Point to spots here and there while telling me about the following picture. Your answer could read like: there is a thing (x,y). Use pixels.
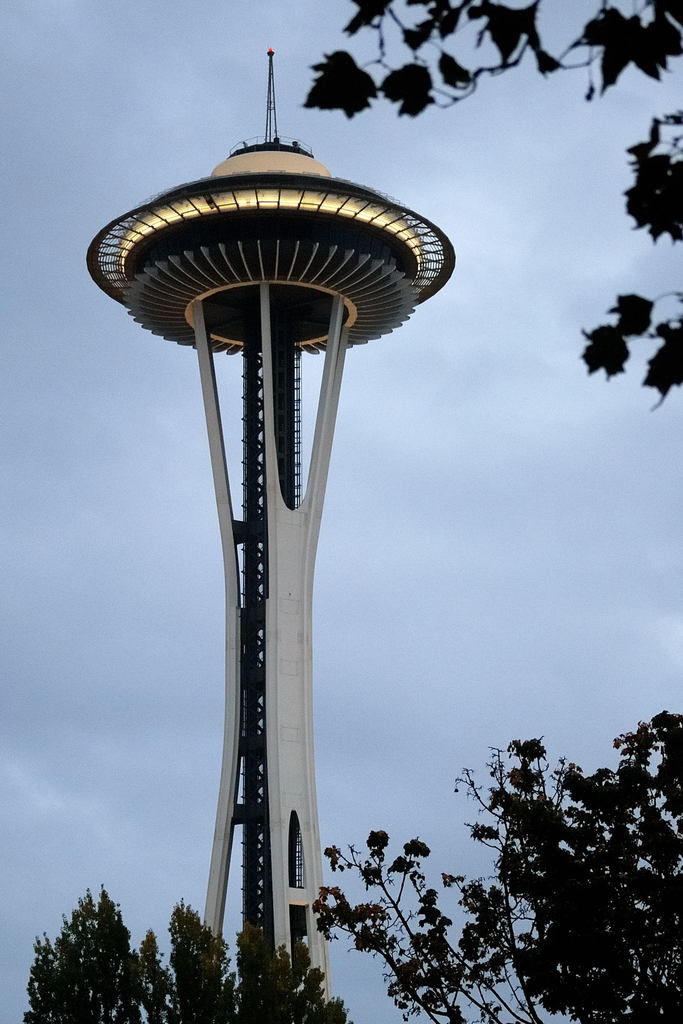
This picture might be taken from outside of the city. In this image, in the middle (330,347), we can see a tower (337,355). On the right corner (679,871), we can see some trees (672,868). On the left side (59,982), we can also see some trees (118,993). On the right side (662,139) top, we can see some tree leaves (379,6). In the background (490,711), we can see a sky (620,174) which is cloudy.
